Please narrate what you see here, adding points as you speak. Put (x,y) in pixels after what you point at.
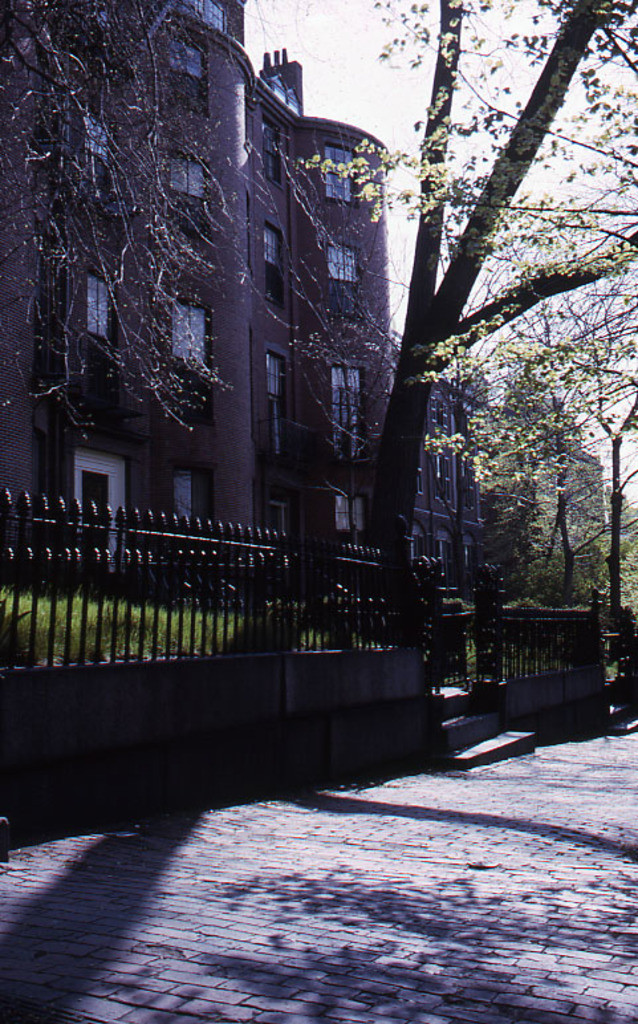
In this image I can see the road (479,863). To the side of the road (454,812) I can see the railing (320,631), grass (159,629) and many trees (375,471). In the background (222,298) I can see the building (263,260) with windows (281,369) and the sky (364,94).
